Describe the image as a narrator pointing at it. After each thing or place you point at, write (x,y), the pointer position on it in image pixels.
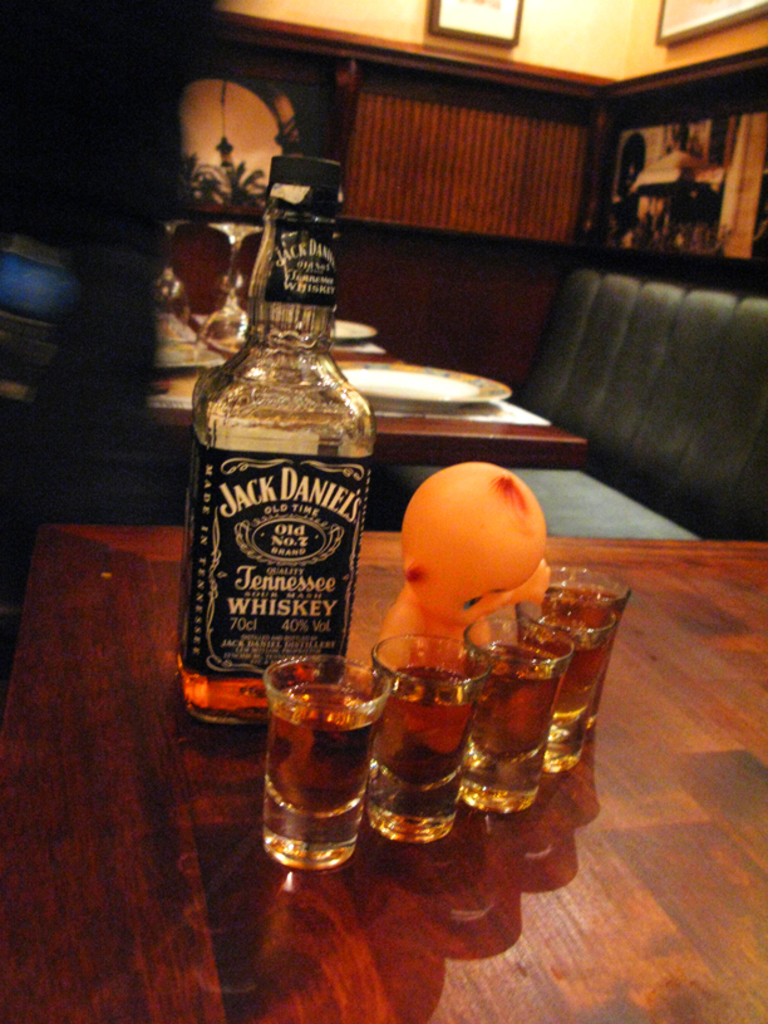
In this picture we can see a alcohol bottle (276,569) on the table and we can also see five glasses (459,656) of alcohol (485,707) present on the table (621,564), in the background (587,525) we can see one sofa set (619,371) and another table (500,427), there's a plate (472,396) on the table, in the background (465,123) we can see wall (387,83) and one portrait (488,21) here.
